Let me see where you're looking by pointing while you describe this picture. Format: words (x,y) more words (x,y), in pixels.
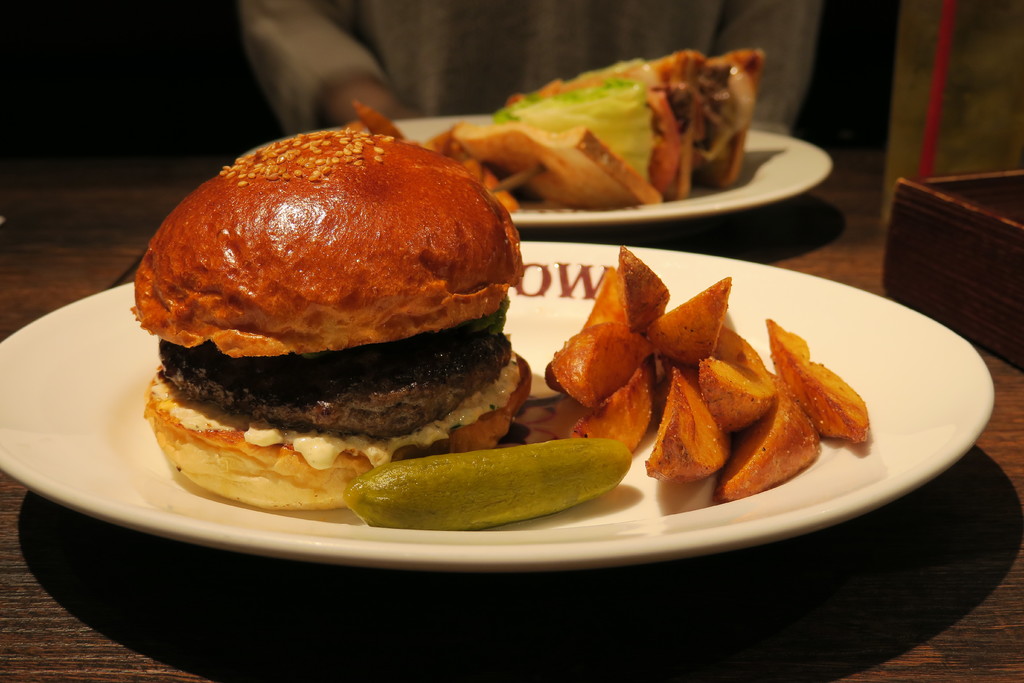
In this image we can see two plates (918,329) with food (635,417) on the table (491,623), some text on the plate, some objects (920,229) on the table (825,216), in the background (442,62) it looks like a person (446,41) truncated at the top of the image (427,67) and the background (7,54) is dark.
